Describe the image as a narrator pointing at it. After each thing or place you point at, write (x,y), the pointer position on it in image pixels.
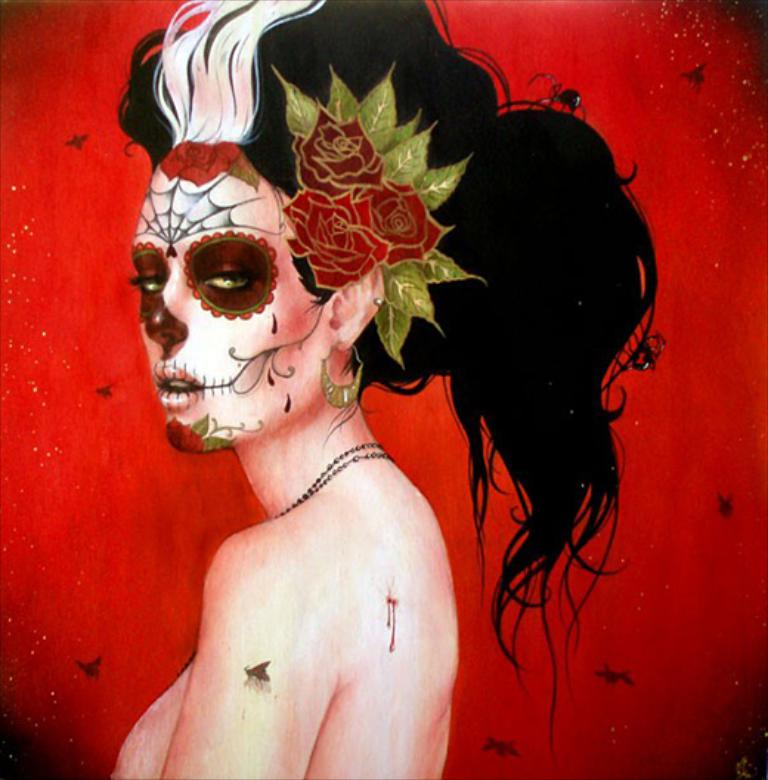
This picture shows a painting (554,82) of a woman (163,259) on the wall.
